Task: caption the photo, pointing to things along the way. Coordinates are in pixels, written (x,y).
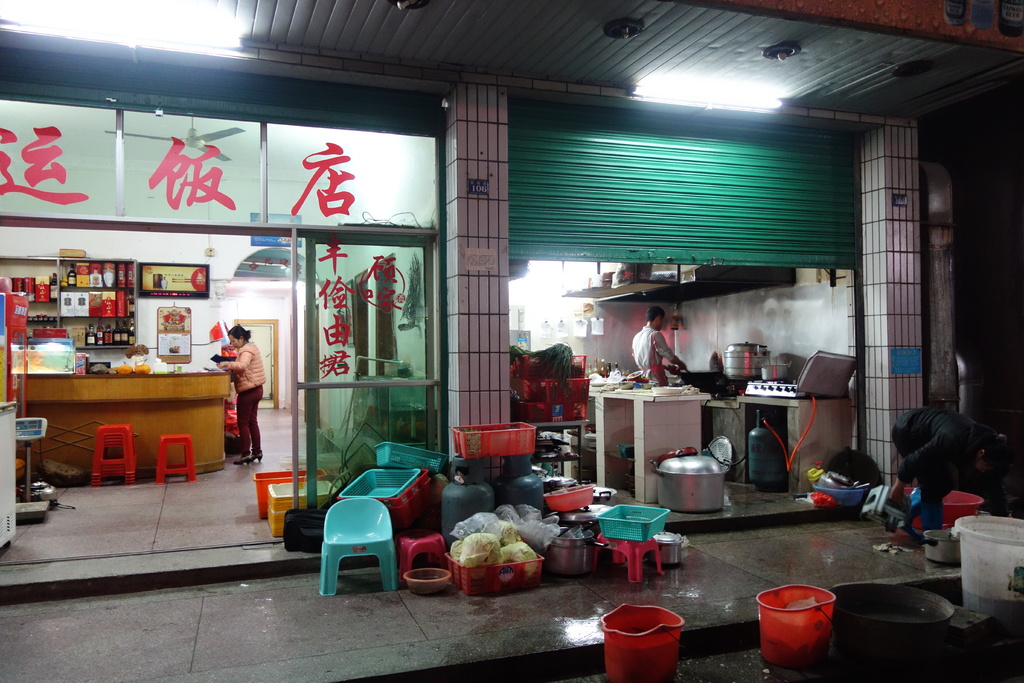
At the bottom of the image (770,610) there are buckets (662,632). Behind them there is a footpath (420,611). On the footpath (420,611) there is a chair (368,532) and also there are plastic baskets (497,570), cylinders (464,505) and some other things (522,531). On the right side of the image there is a person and also their buckets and vessels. Behind them there is a store (646,253). Inside the store (682,376) there are kitchen platforms (769,398) with stove (759,388), vessels (733,360) and many other things (538,359). And there is a person (666,346) inside the store (664,346). On the left side of the image (116,260) there is a store (168,294) with glass walls (286,166). On the glasses (275,159) there is text (209,191) on it. Inside the store (219,473) there are stools (130,453). Behind the stools (124,451) there is a table (111,398) with many items (134,372) on it. Beside the table (192,379) there is a lady (237,356). Behind the table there on the wall (171,247) there is a cupboard (82,316) with items (97,304) and also there are frames (183,336) on the wall (282,344). At the top of the image (993,64) there is a ceiling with lights (65,6).
